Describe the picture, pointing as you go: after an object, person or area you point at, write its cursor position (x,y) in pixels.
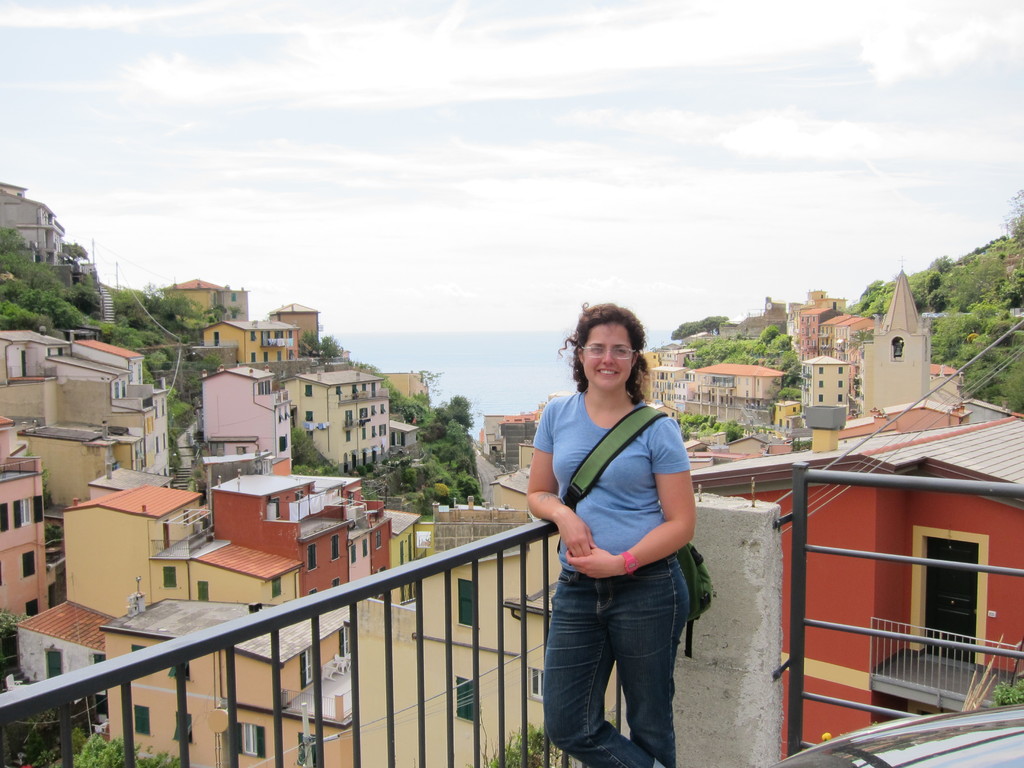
In the middle (609,507) a girl (655,479) is standing, she wore a blue color t-shirt (597,515) and a jeans trouser (566,618). These are the buildings (276,435) and trees (125,314), at the top (511,198) it's a sky (598,281).
